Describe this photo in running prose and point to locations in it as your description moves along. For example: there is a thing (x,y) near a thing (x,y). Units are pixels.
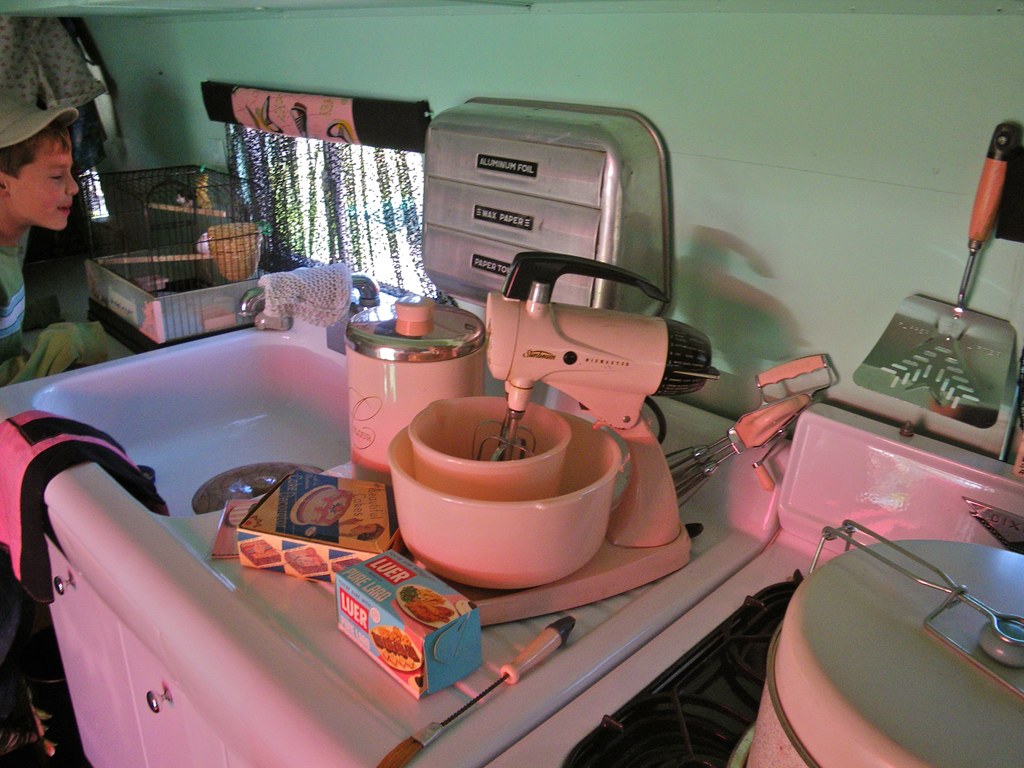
In this picture there are kitchenware (615,405) on the right side of the image (991,354) and there is a boy (15,107) and a cage (225,309) on the left side of the image (234,288), there is a sink (273,332) on the left side of the image (273,332).
